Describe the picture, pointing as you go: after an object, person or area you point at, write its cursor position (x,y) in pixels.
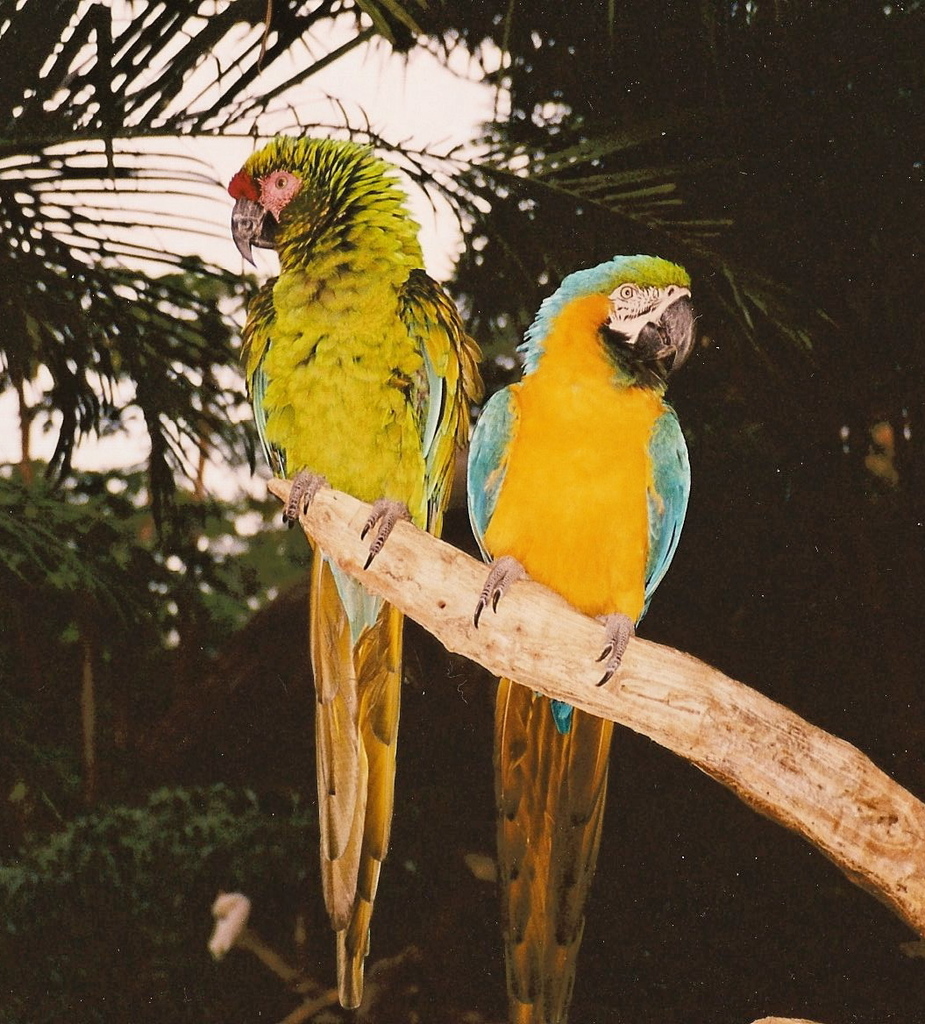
In the foreground of the picture (335,440) there are two parrots (386,602) sitting on a stem (495,661). In the background (119,266) there are trees (239,514), plant (62,884) and sky (391,132).
